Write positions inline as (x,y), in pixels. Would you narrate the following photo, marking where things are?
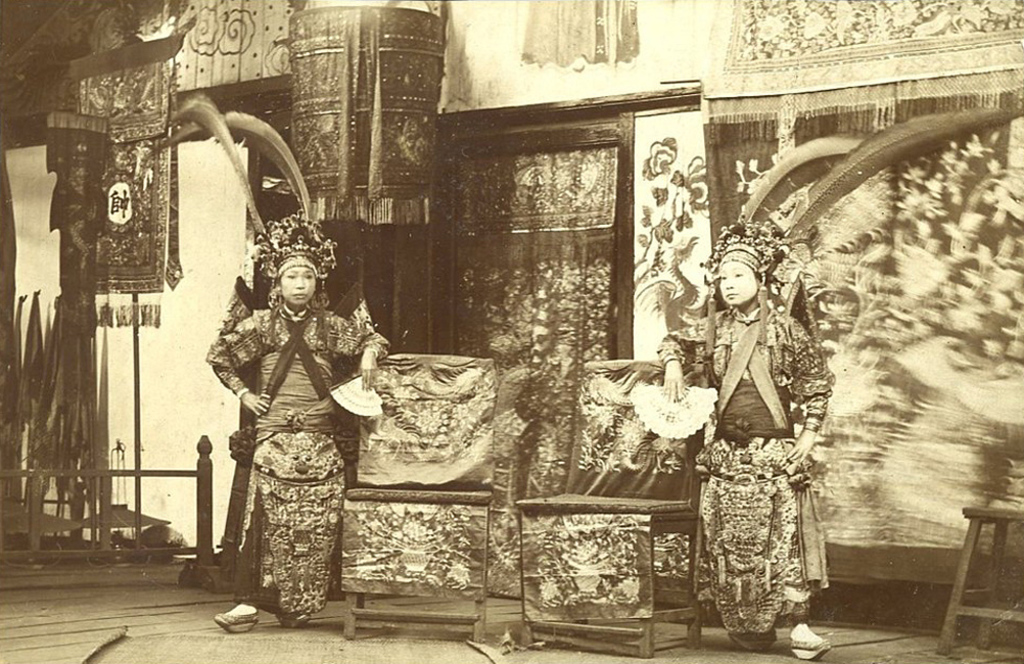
In this image two persons (708,377) are standing beside two chairs (463,451). In the background (522,283) there are door (534,151), curtains (778,39), fence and stool (980,517).
